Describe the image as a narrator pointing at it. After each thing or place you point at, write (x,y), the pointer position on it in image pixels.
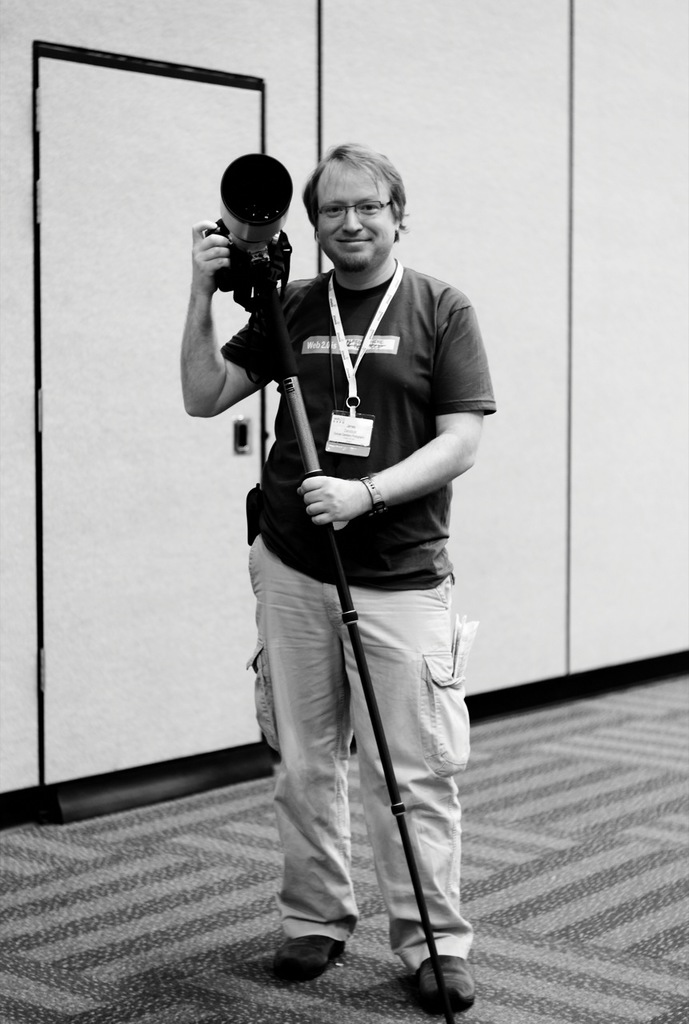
In this picture there is a man (287,462) who is wearing spectacle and shoe (427,962). He is holding camera (241,226) and stick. At the back (454,587) we can see the door (177,447) and wall (496,469).
